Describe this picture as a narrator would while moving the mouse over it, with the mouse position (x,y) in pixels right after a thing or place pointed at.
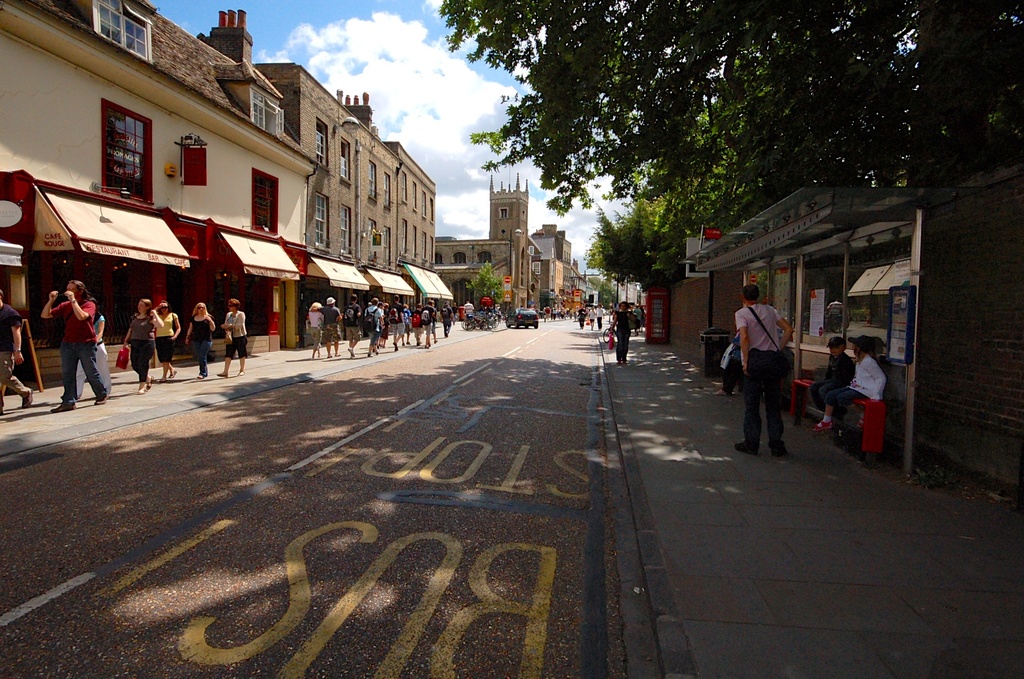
In this image there are persons (204,359) standing, walking and sitting. There are buildings (322,209), trees (624,166), vehicles (528,317) and the sky (425,71) is cloudy and in front of the buildings (131,273) there are tents (312,268) and there is some text (414,540) written on the road (453,518) which is in the front (469,548).
